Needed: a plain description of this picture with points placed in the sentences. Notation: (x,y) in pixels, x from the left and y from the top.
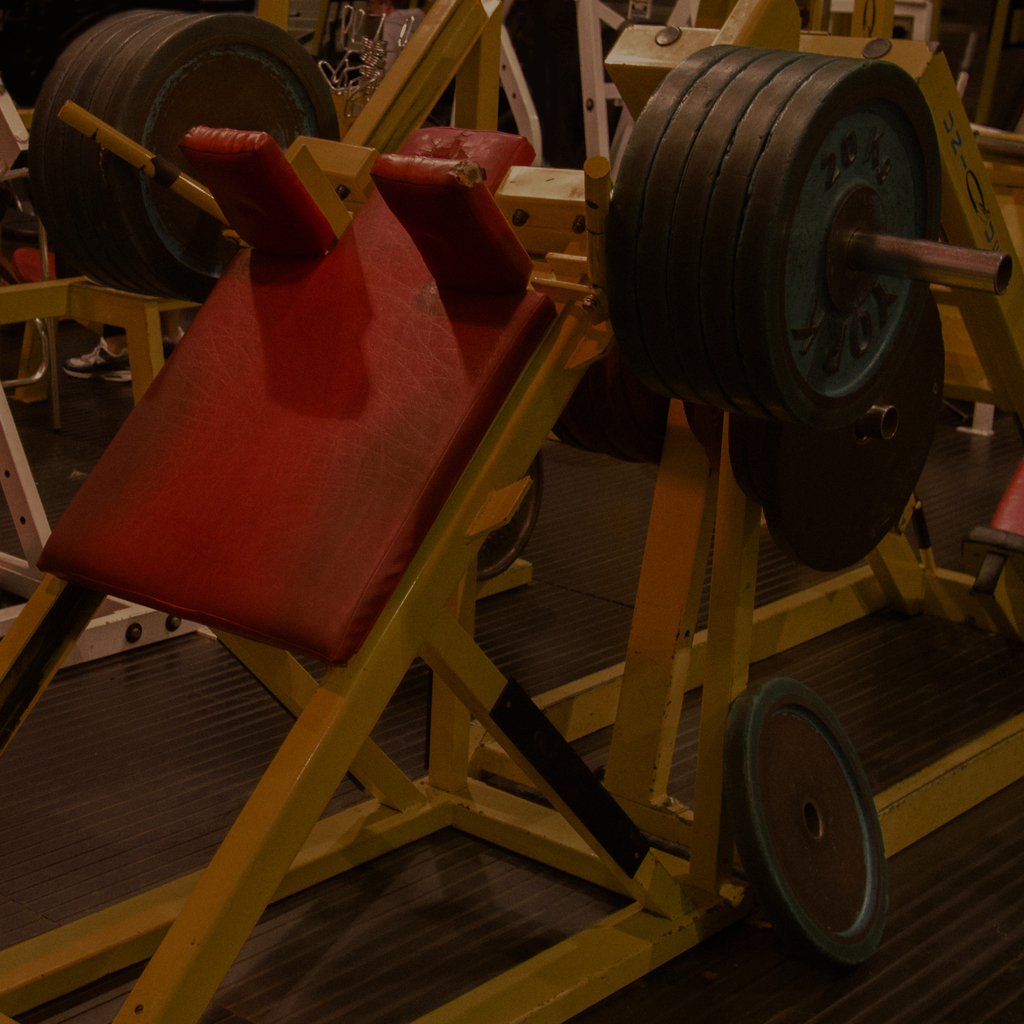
In this picture we can see some gym equipments (422,375) on the floor (379,920).
